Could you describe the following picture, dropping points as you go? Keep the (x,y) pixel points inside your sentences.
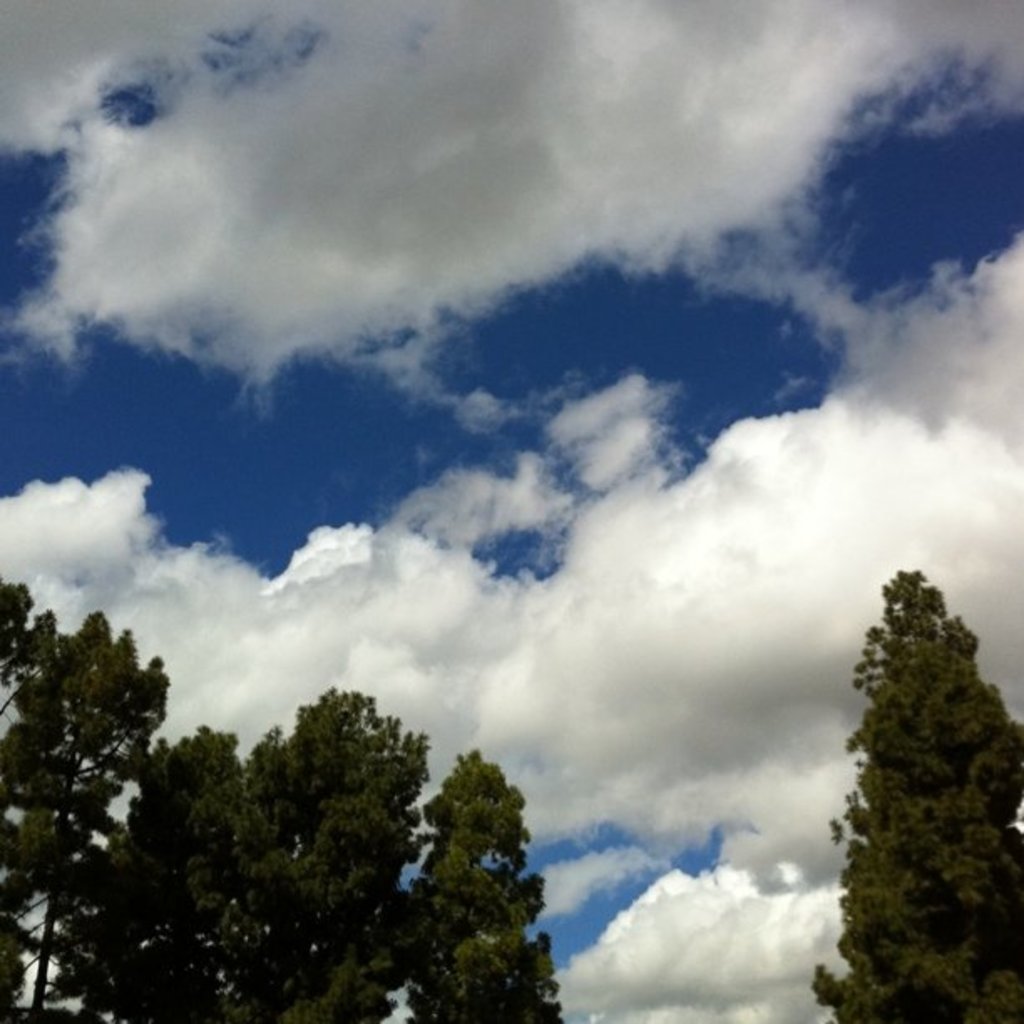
In this image we can see some trees (360,764). On the backside (425,534) we can see the sky (273,539) which looks cloudy.
